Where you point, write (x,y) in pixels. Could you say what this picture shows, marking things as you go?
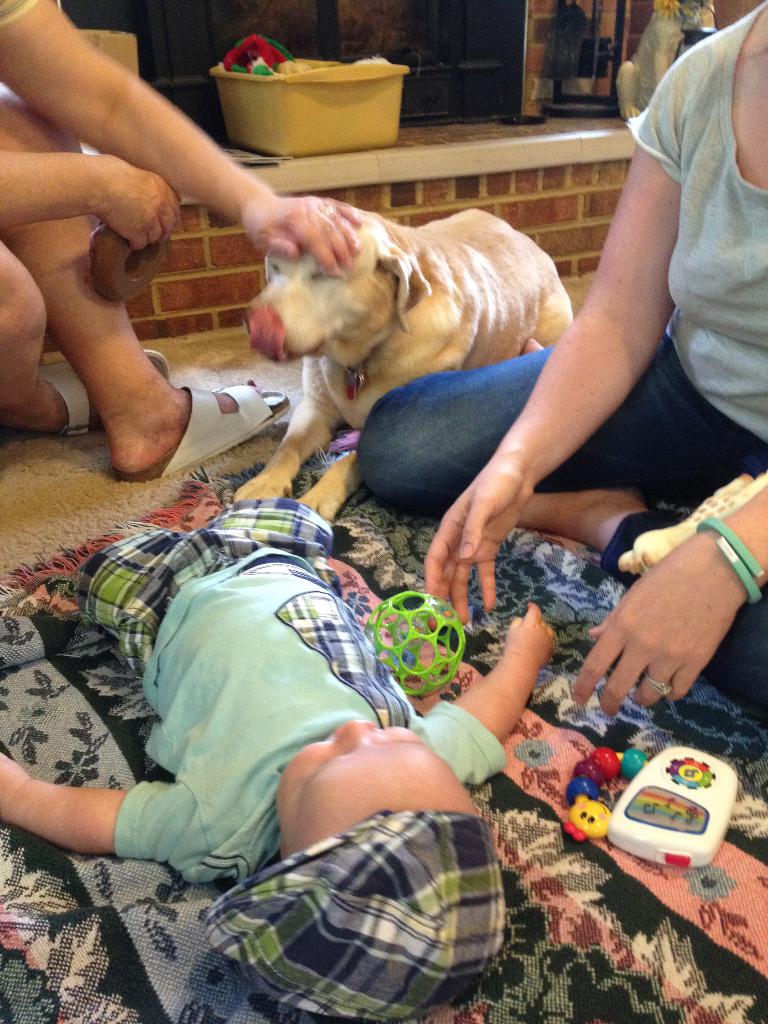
In the background (263,50) we can see a yellow container (239,88) and it seems like a cloth (274,56) in it. On the right side of the picture (682,18) it seems like a dog (665,29) on the platform (596,119), we can see a woman (744,264) sitting. In this picture we can see a dog (465,344) and a person hand (339,239) is on a dog's head (371,260). We can see a baby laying on the blanket (509,905) and few toys (437,638) are visible. We can also see the floor carpet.
